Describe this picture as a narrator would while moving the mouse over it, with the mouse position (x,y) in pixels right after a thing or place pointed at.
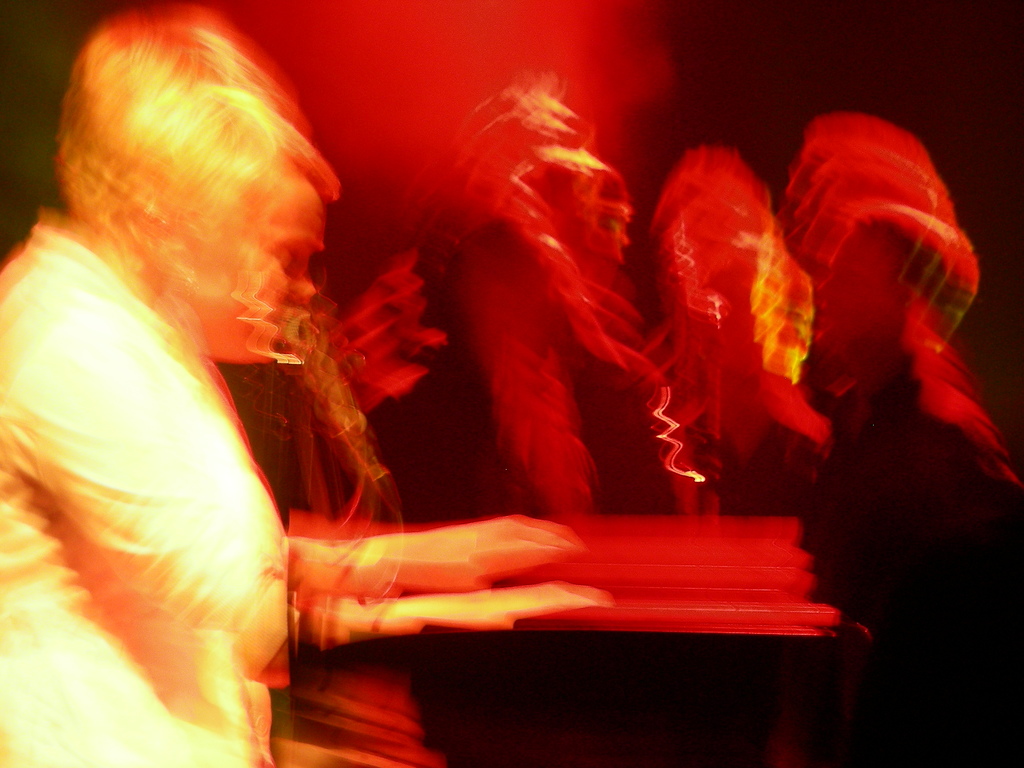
This picture describes about group of people (176,480).
